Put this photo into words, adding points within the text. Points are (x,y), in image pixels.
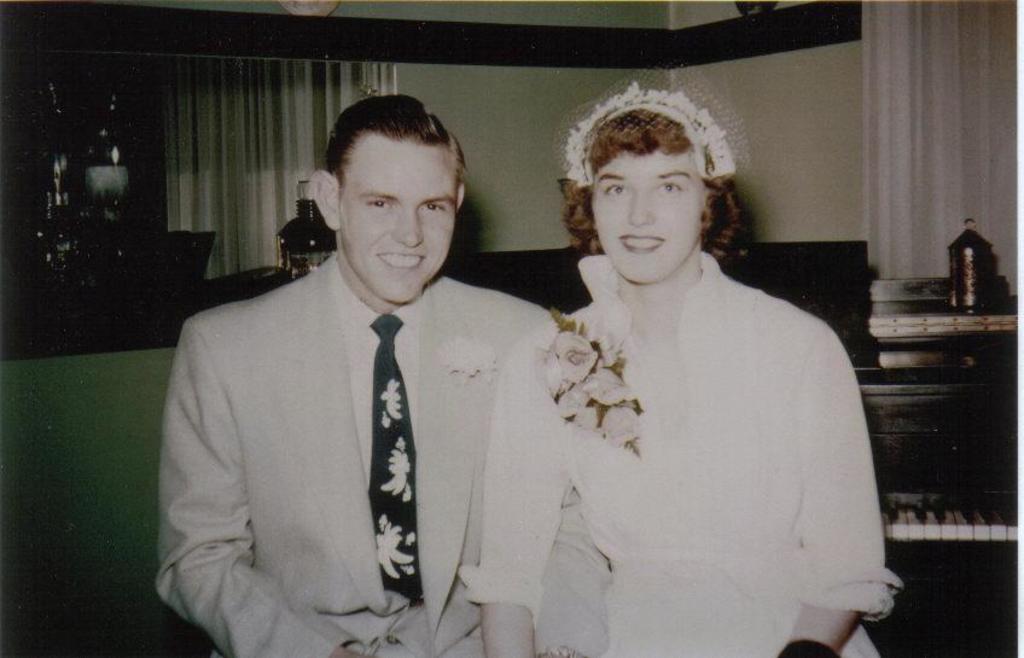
In this image I see a man (420,232) and a woman (624,401) who are sitting and I see that both of them are smiling and I see a piano (964,371) over here. In the background (858,72) I see the wall (811,120) and I see the curtains (966,25) and I see that it is dark over here.
